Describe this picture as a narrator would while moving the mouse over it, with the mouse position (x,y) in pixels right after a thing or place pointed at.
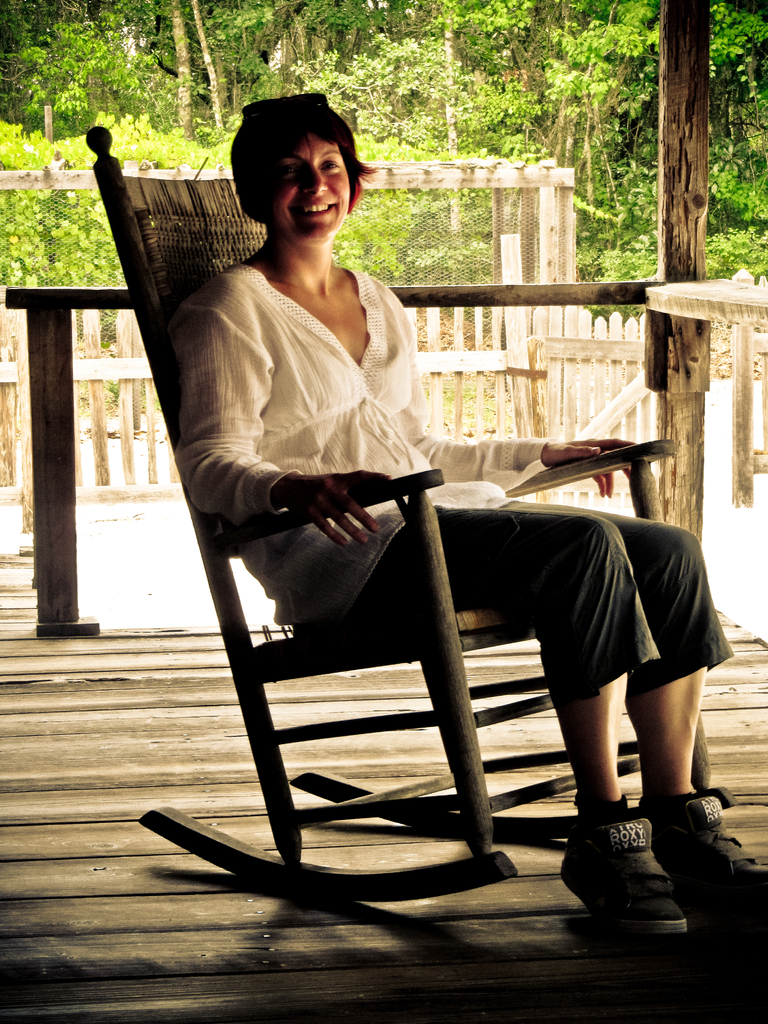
In this picture we can see a woman (648,834) sitting on the chair (485,767) and she is smiling. In the background (93,374) we can see a fence (591,389), wooden pole (692,357), and trees (649,180).
